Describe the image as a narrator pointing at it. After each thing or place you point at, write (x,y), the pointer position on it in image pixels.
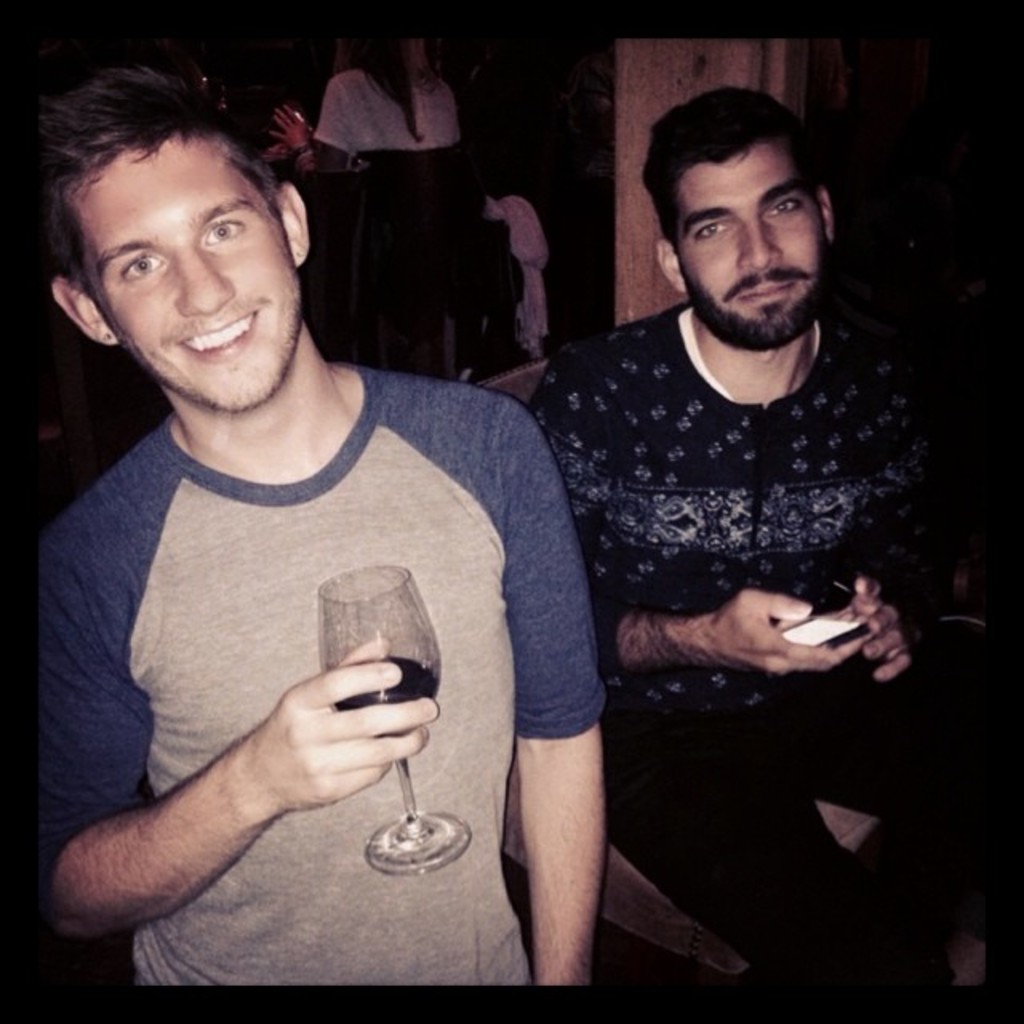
To the left side (82,599) there is a man (108,573) with blue and grey t-shirt (136,586) is standing and holding a glass (405,677) of wine (377,698) in his hand (274,720). He is smiling. Beside him there is another man (687,480) with blue shirt (754,466) is sitting and holding mobile (840,630) in hands (795,620). Behind them in the background (430,118) there is a lady (417,128) with white top (359,110) is sitting.
